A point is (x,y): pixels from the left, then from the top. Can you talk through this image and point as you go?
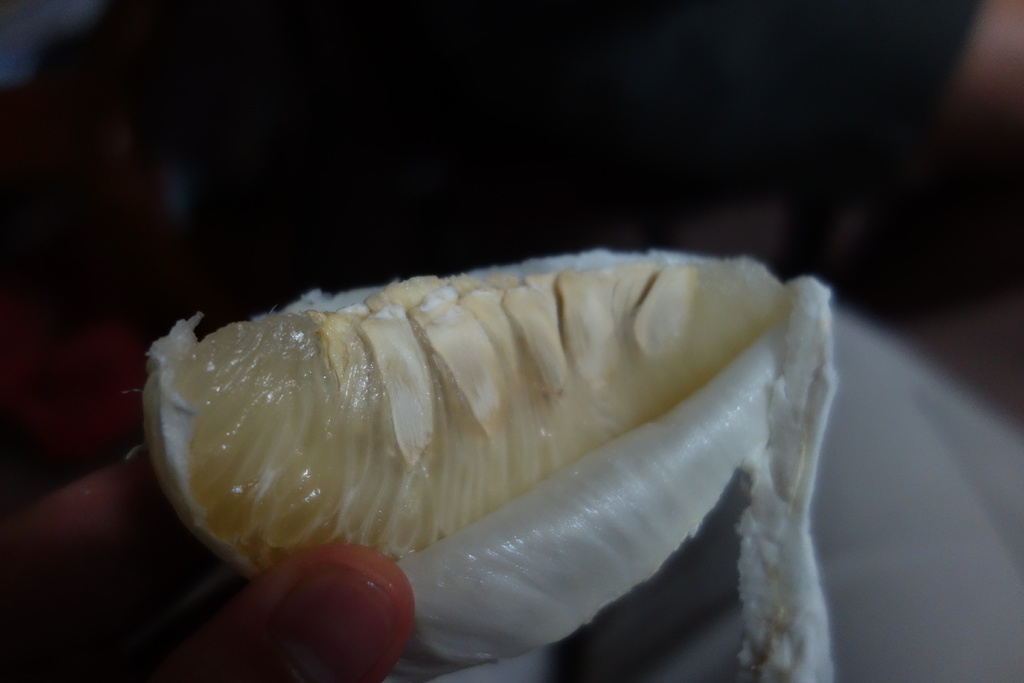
In this picture we observe a slice (490,387) of a pomelo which is peeled off.
